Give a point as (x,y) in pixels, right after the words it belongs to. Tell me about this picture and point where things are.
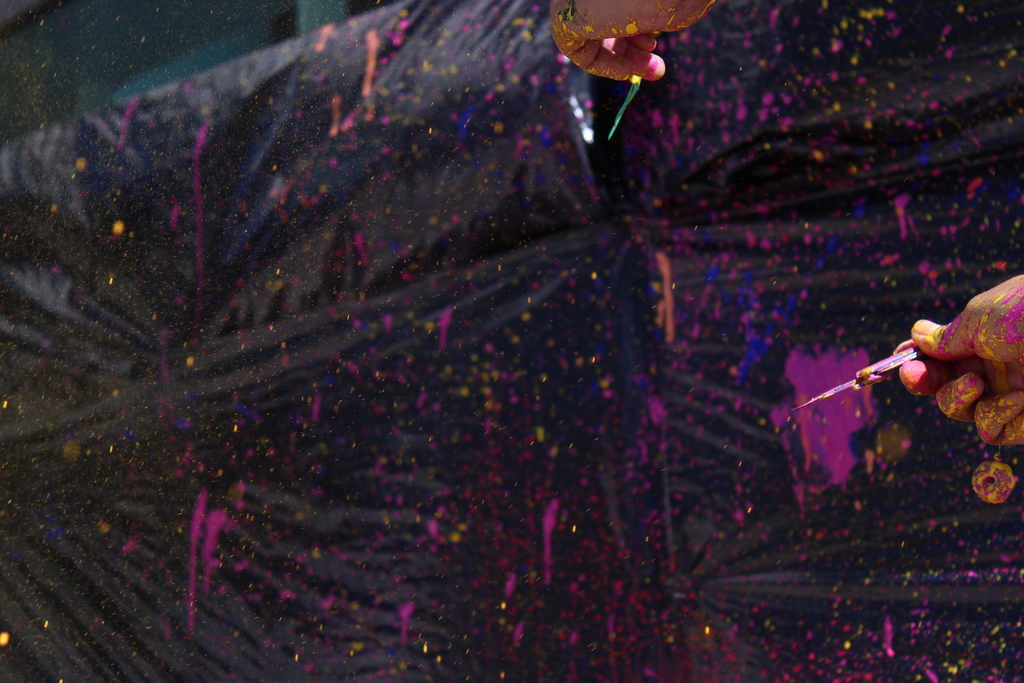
In this picture I can observe a person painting on the black color cloth (351,321). I can observe pink and blue colors in this picture.
